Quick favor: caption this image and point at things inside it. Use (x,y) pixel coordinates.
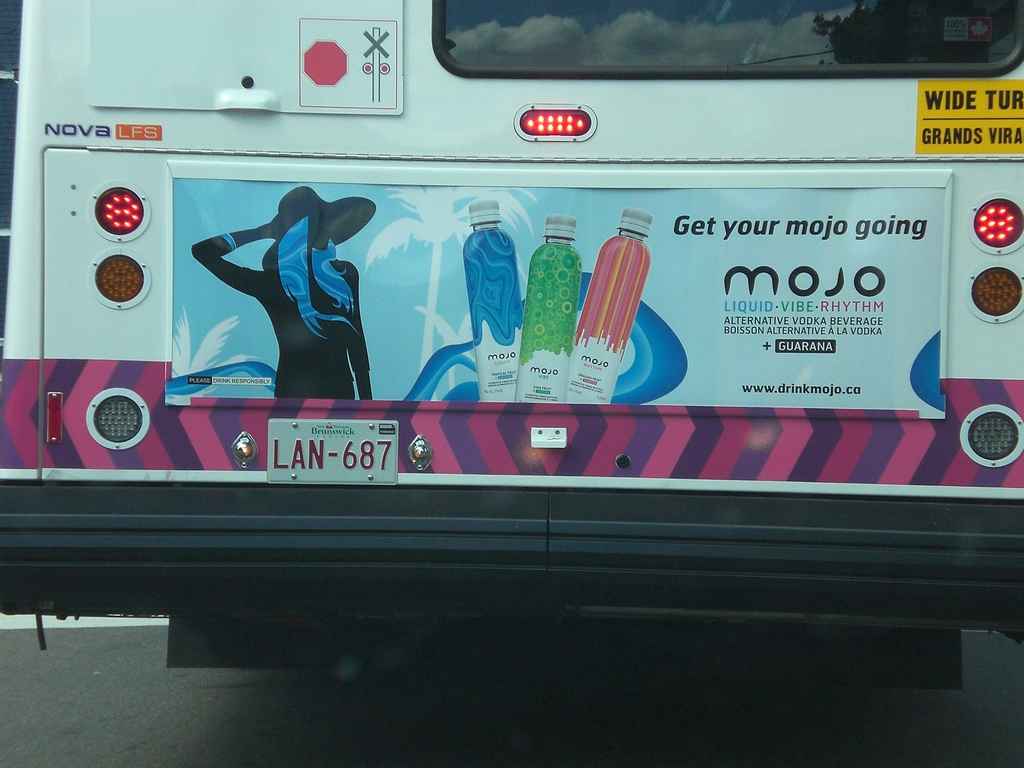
In this image I can see a backside (501,92) of the bus (413,407). We can see three lights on the two side of the bus (155,245). There are three bottles (485,323). We can see a glass (667,38) and there is a board (338,472) named as LAN-687.
